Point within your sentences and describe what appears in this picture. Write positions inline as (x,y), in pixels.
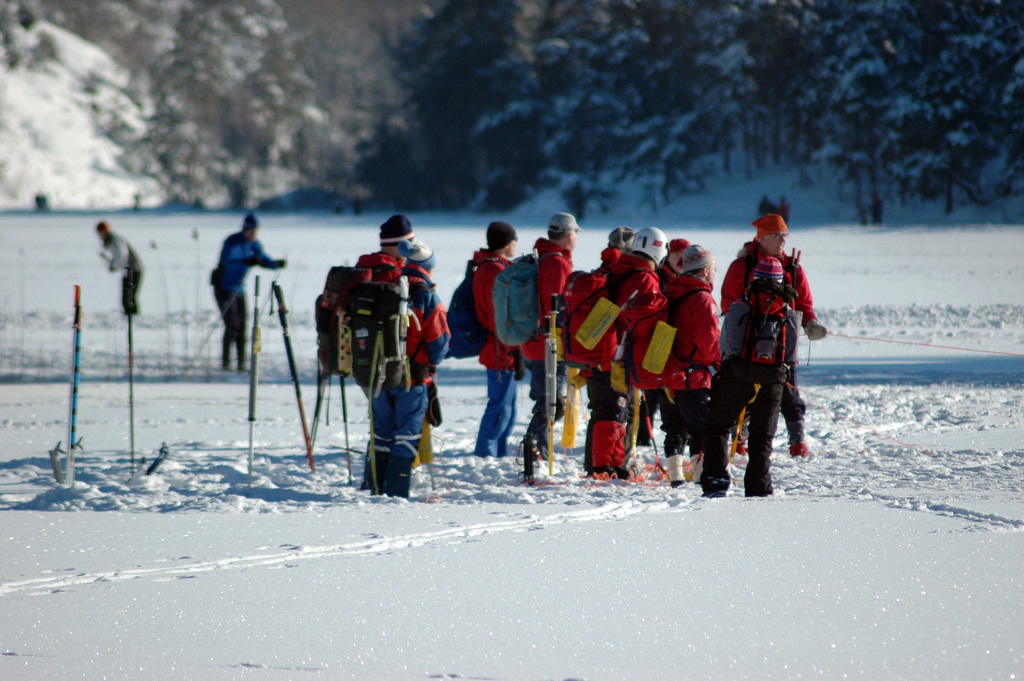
In this image there are people (428,319) wearing bags (498,299) and they are holding sticks (346,423) in their hands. At the bottom of the image (591,565) there is snow (678,577). In the background of the image (581,136) there are trees (456,101).
